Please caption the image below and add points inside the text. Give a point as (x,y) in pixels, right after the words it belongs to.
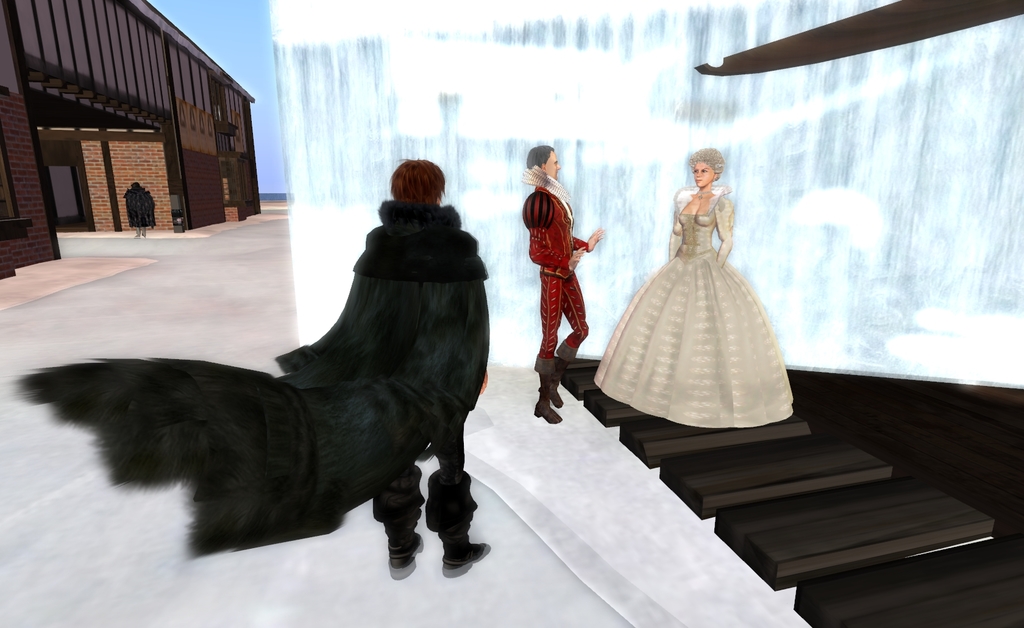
In this picture we can see a woman (657,345) on the stairs (795,534). There are two people (432,413) standing in the snow (140,240). There is an object (698,69) visible in the top right (958,11). We can see a person (136,226) standing at the back (133,218). There is a house (6,176) in the background (35,154). Sky (241,29) is blue in color.
